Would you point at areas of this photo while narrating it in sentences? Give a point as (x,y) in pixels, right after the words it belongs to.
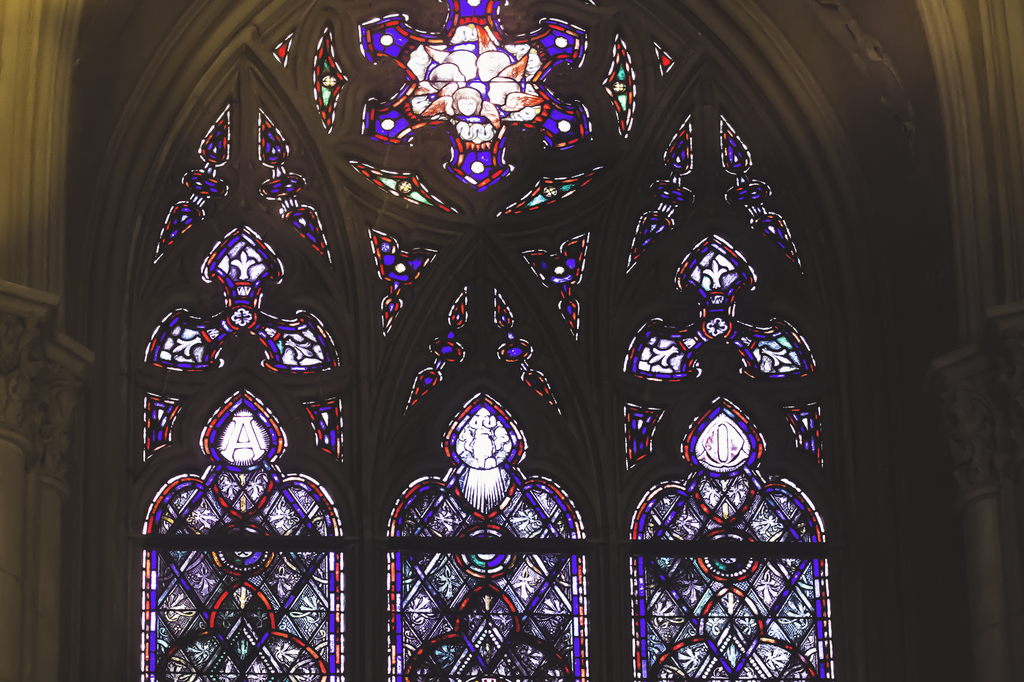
In this picture we can see a window (755,513) with some painting (394,138) on it and here it is a pillar (17,318) where this is looking like an arch (747,21).
